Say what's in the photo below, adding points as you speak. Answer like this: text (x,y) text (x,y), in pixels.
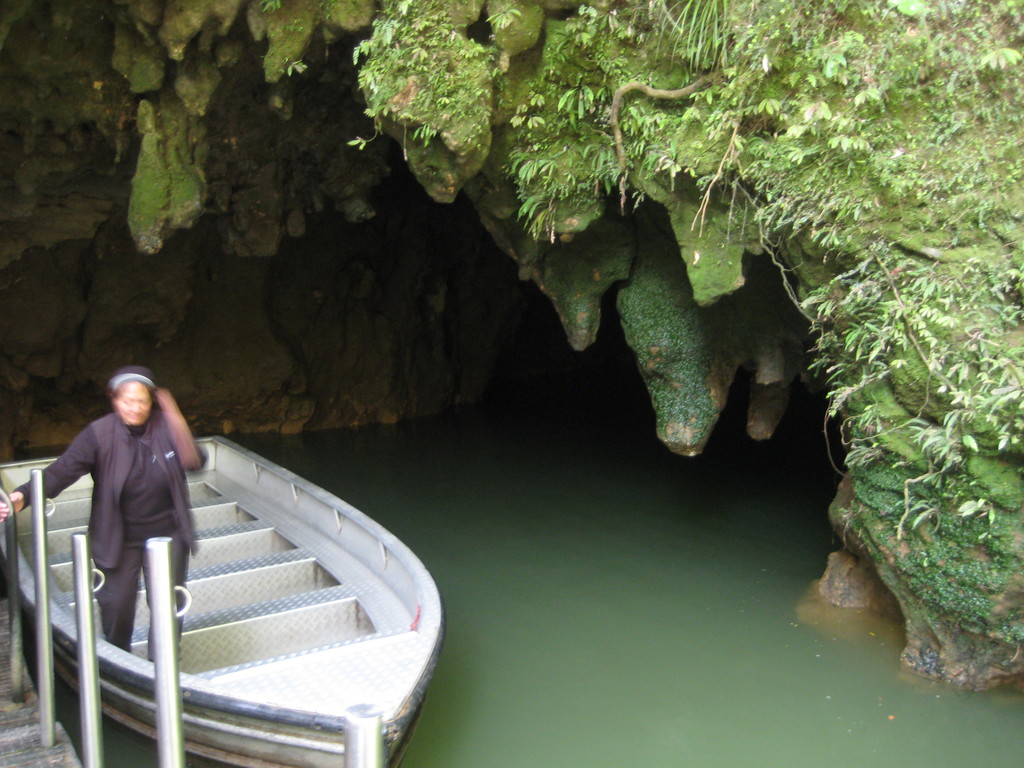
In this image there is the water (489,563), there is a boat (295,479) on the water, there is a woman (189,449) on the boat (265,552), there is a cave (201,408), there are plants (708,118) on the cave (308,124), there are metal rods (89,605).
